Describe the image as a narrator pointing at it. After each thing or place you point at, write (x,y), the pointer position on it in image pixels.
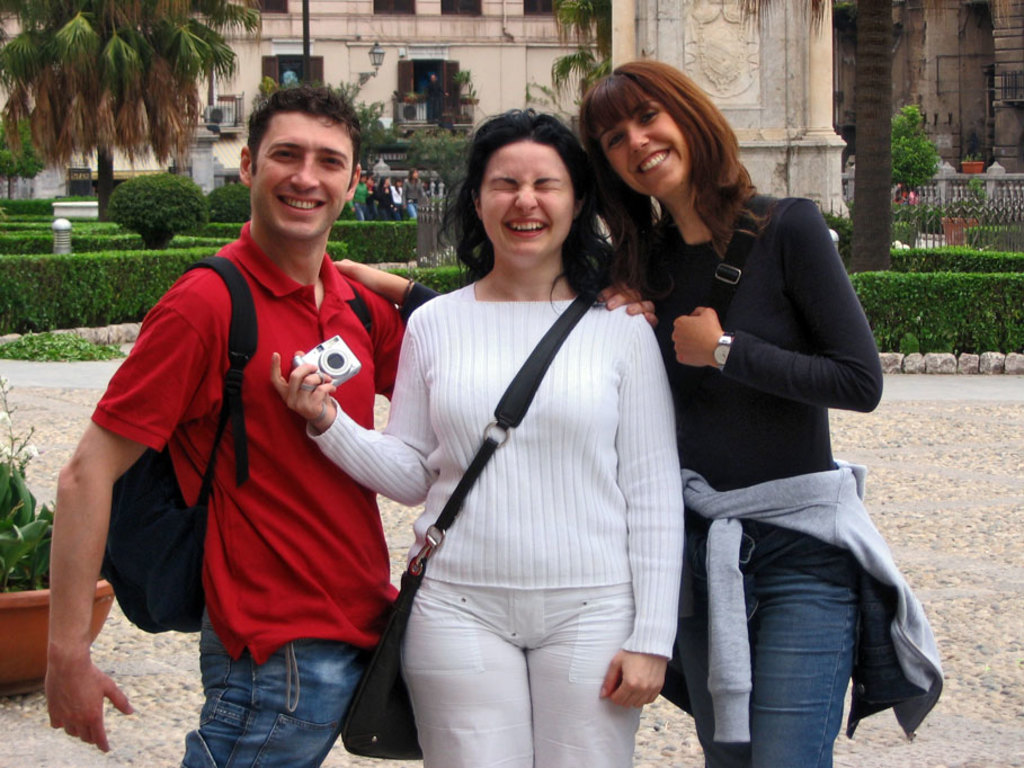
3 persons (254,116) are standing and smiling behind them there are trees (167,129) and buildings (681,58).
